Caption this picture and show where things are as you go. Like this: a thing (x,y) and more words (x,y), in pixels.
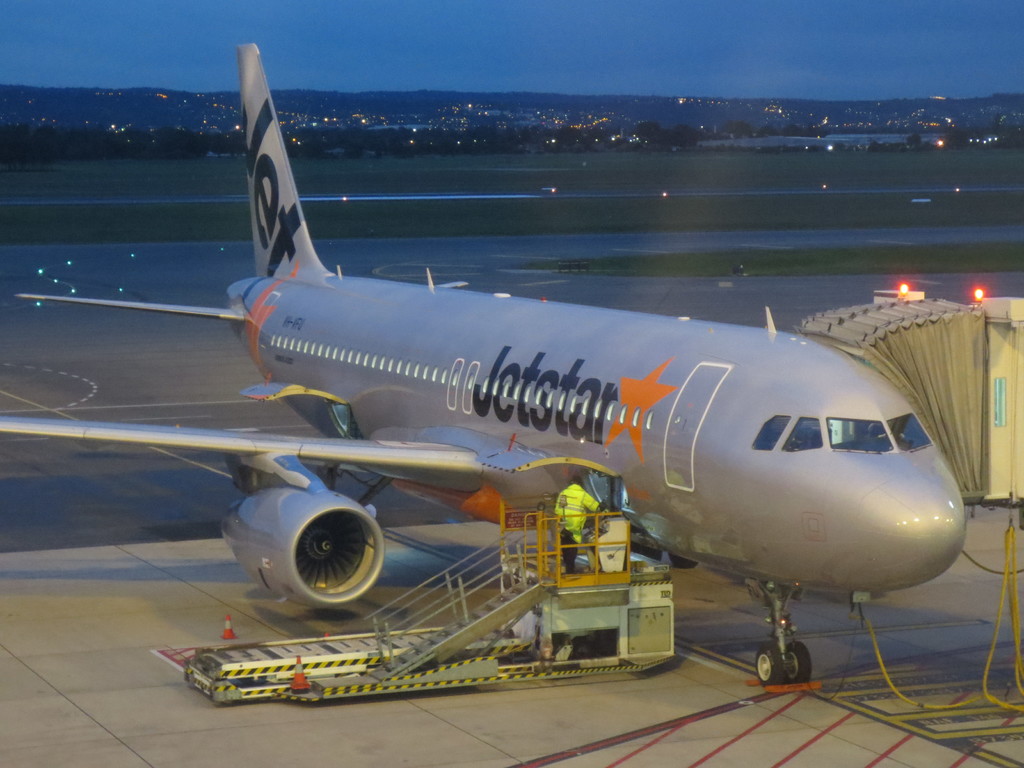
In this picture there is a silver flight (552,499) is parked on the runway (717,686). Beside there is a plane ramp steps (347,661). Behind there is a runway road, green lawn (433,177), houses (484,120), lights (458,141) and mountains (567,127).
